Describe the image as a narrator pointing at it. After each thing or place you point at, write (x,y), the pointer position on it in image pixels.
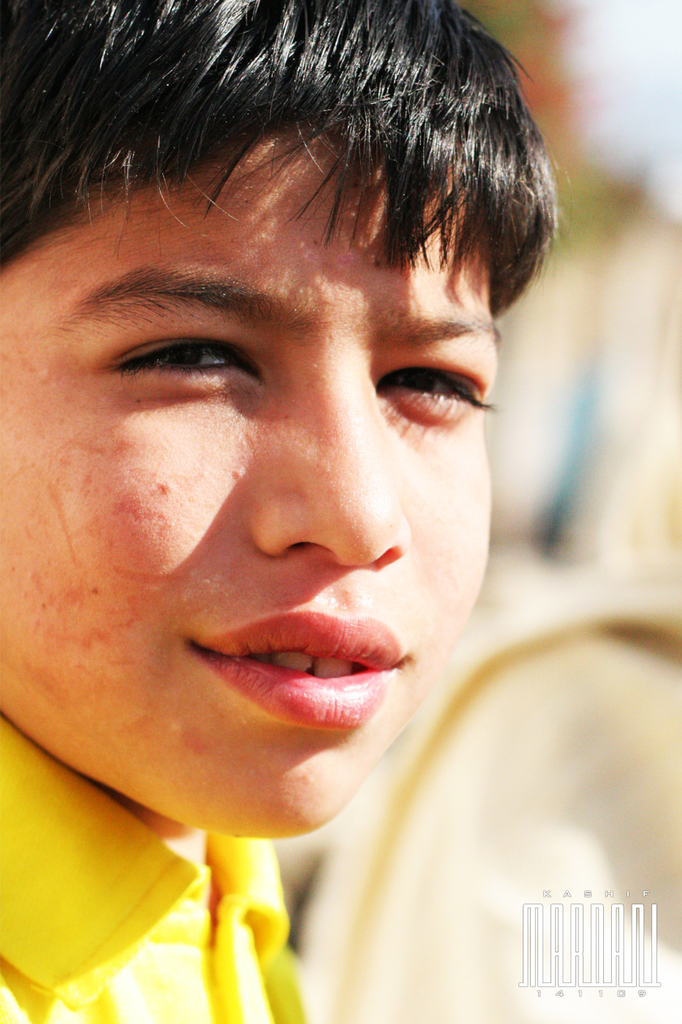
In this picture I can see a boy (384,355) in front (12,202) who is wearing yellow color t-shirt (122,949) and I see the watermark (575,945) on the right bottom corner of this image (563,931). I see that it is blurred in the background (545,391).
